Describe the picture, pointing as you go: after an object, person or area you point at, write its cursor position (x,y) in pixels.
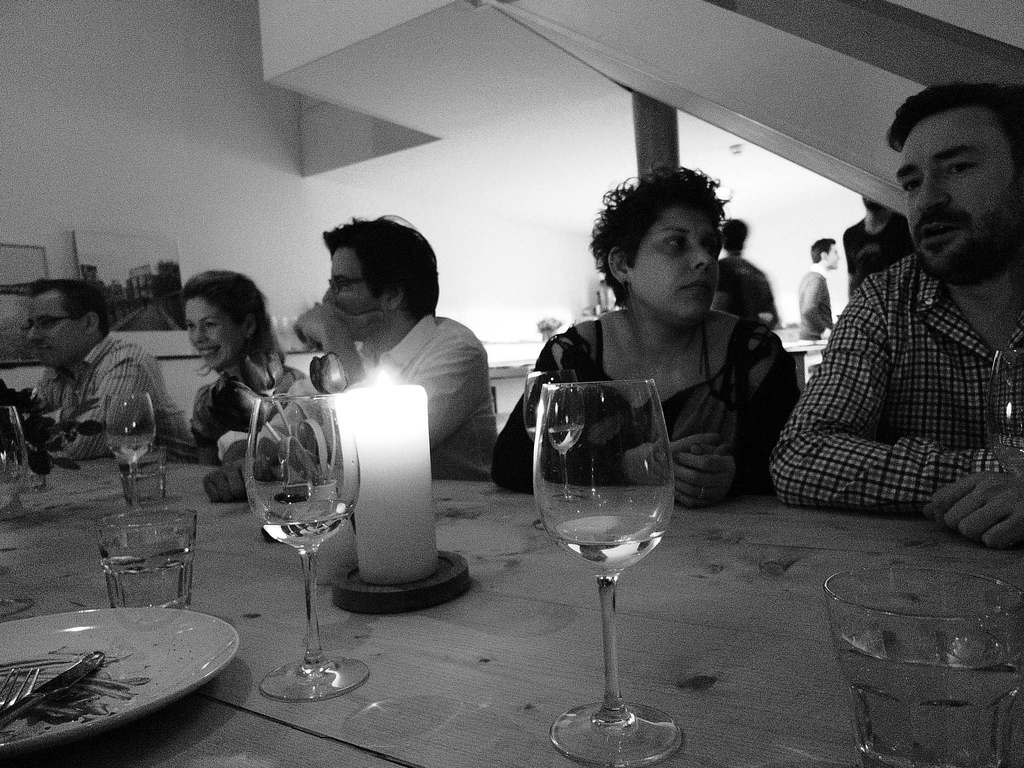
In this image I can see few people (214,346) sitting in front of the table (526,623). On the table (520,645) there is a glass (585,463), candle (388,454), plate (192,670), fork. At the back side (462,247) I can see a wall (340,196).
